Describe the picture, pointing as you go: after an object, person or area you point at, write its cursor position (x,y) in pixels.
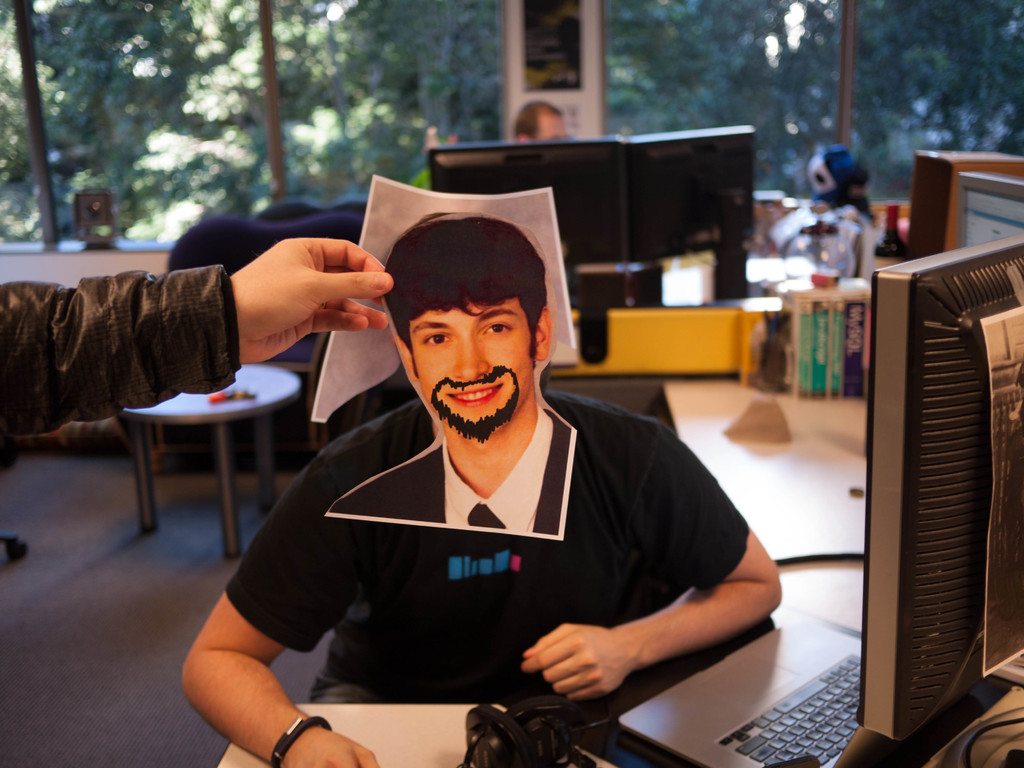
In the image there is a man (580,449) sitting on a chair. Middle left side of the image (41,308) there is a hand (271,313), It is holding a photo (417,305). Bottom right side of the image (856,667) there is a screen (903,566) and laptop (785,736). Top side of the image (142,237) there is a glass window (904,8). Through the glass window (654,7) we can see some trees (717,7). In the middle of the image (676,279) there is a table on the table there are some products (745,181).
